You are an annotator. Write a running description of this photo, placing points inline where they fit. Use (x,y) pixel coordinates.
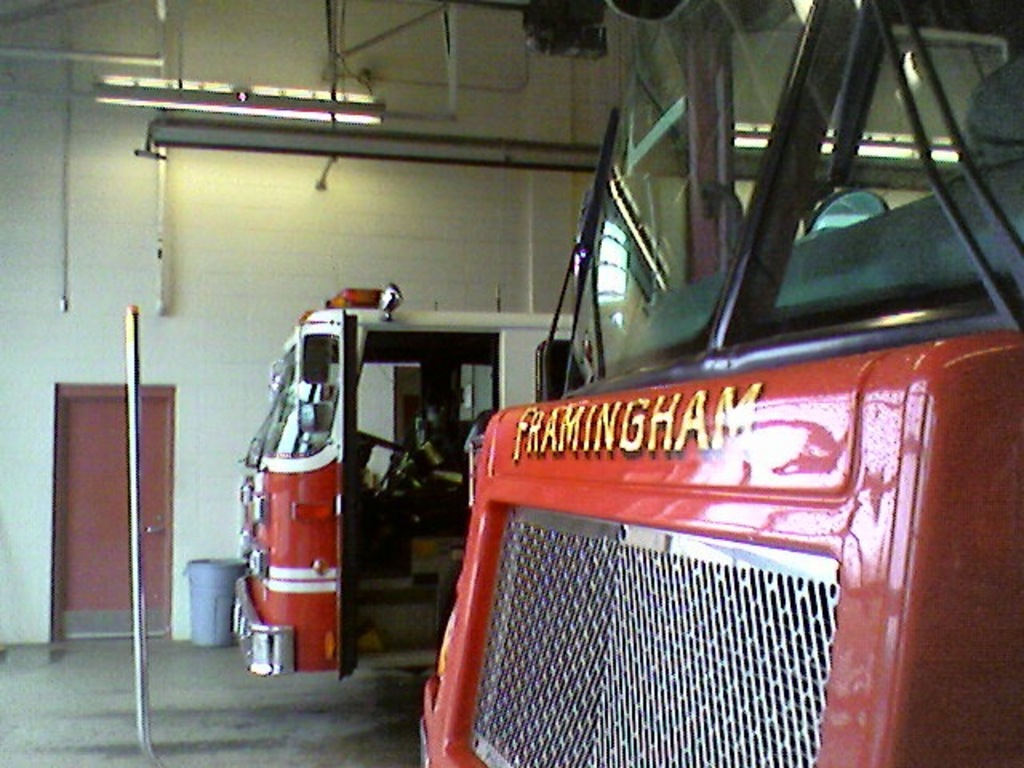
There are two vehicles (551,543) present as we can see on the right side of this image (866,451), and there is a wall (89,322) in the background (385,279). There is a door (125,518) on the left side of this image (107,532).
